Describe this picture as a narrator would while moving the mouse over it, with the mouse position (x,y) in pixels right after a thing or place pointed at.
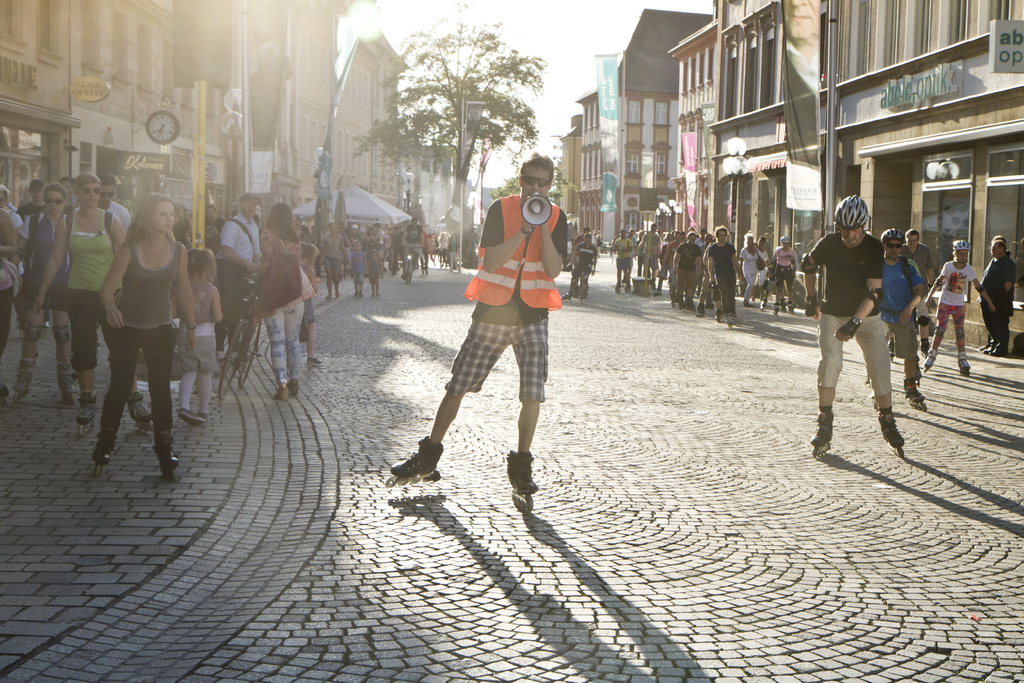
In this picture there is a man (398,463) who is holding a speaker (547,205). On the right (874,251) I can see many people (697,261) were doing skating. On the left (87,241) I can see another group of persons (101,317) who are doing the skating. beside them there is a man (226,236) who is holding a bicycle (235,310). In the background (799,226) I can see the buildings (759,228), road (665,320), trees (510,192), poles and banners (259,167). At the top (552,45) I can see the sky (518,0).
